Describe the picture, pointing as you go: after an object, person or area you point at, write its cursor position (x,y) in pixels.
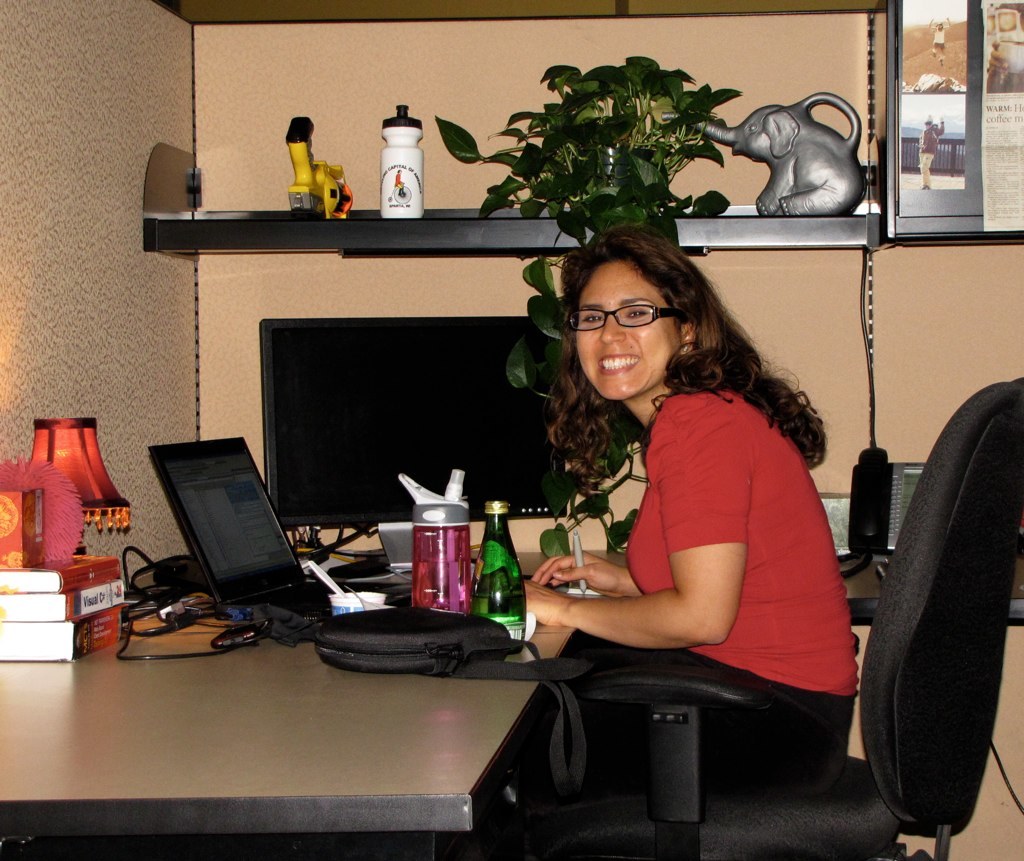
Bottom right side of the image (775,823) a woman (725,384) is sitting on a chair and smiling. Bottom left side of the image (203,626) there is a table (228,656) on the table (327,691) there is a laptop (194,457) and bottles (439,600) and bag (463,622), screen (299,513), books (18,572), lamp (81,543). Top left side of the image (249,143) there is a wall (202,64) and there are some toys (834,138) and plants (655,140), on the wall (894,425) there is a poster (1013,176) and there is a landline phone (858,569).
